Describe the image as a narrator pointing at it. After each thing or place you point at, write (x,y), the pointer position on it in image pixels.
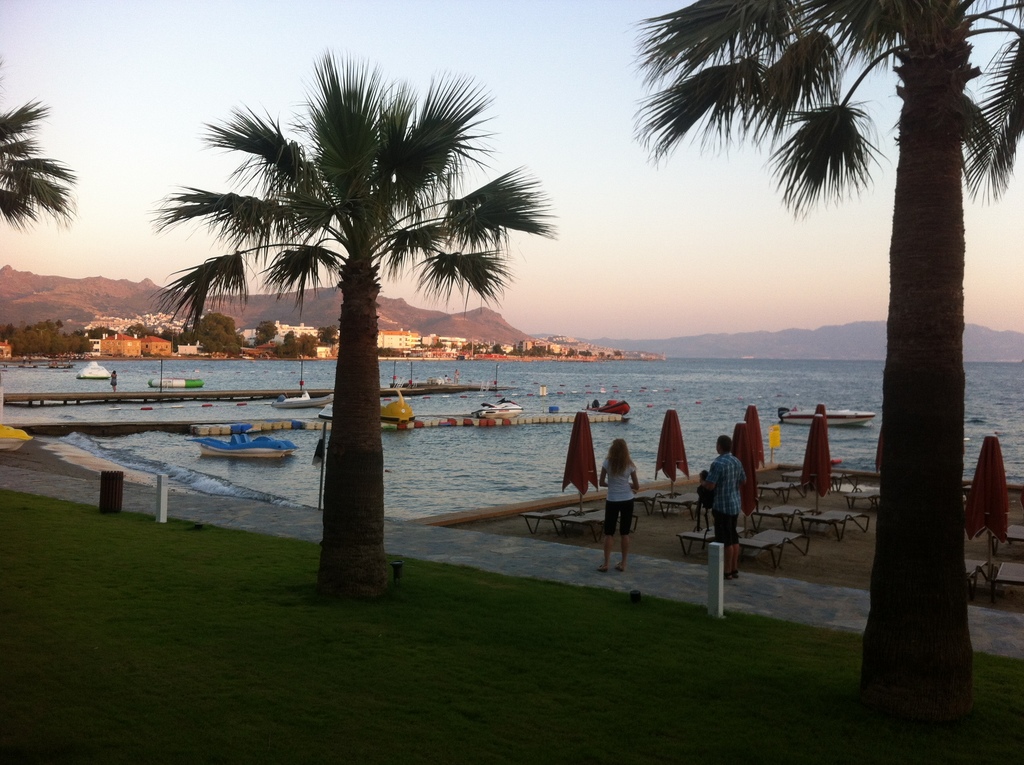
At the bottom of the image (298,695) I can see the grass (258,560) and few trees (916,408). In the background (695,373) there is a sea (709,388). On the right side (715,535), I can see few people (626,491) are standing on the road (585,567). There are some empty sun loungers (795,536) are placed on the ground (843,557). On the left side (238,448), I can see few boats (222,449) on the water (276,476). In the background (277,338) there are many buildings (119,329) and trees (215,340) and also I can see the hills (484,325). At the top (536,31) I can see the sky (153,40).
